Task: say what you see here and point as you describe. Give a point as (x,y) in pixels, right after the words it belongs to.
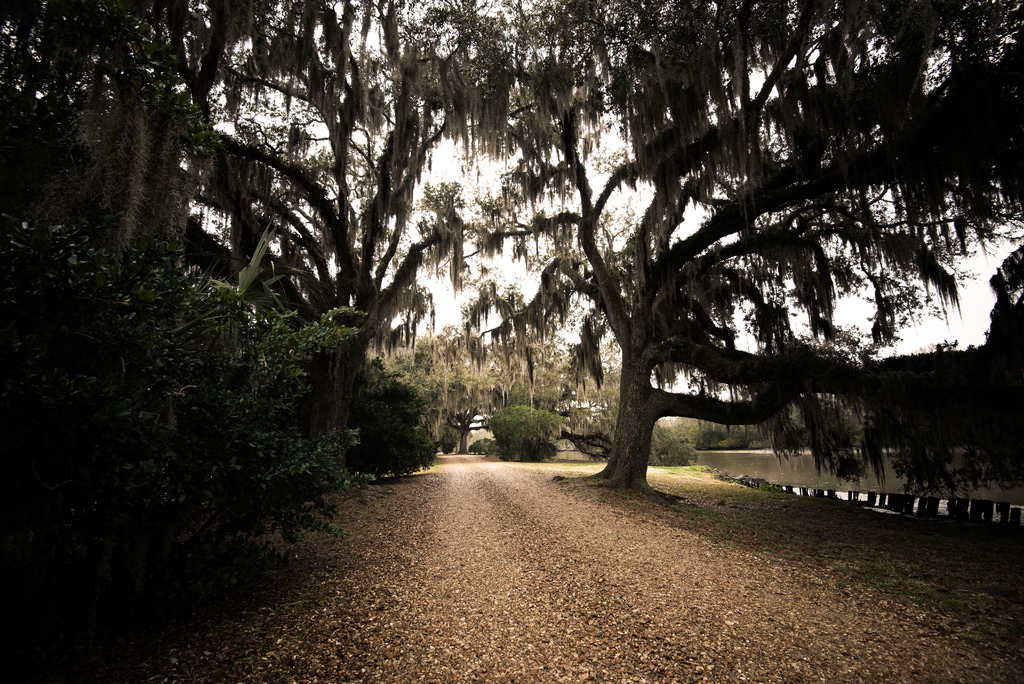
In this image there is a road (683,595) at the center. At the background (440,305) there are trees (477,408) and sky (450,297).
